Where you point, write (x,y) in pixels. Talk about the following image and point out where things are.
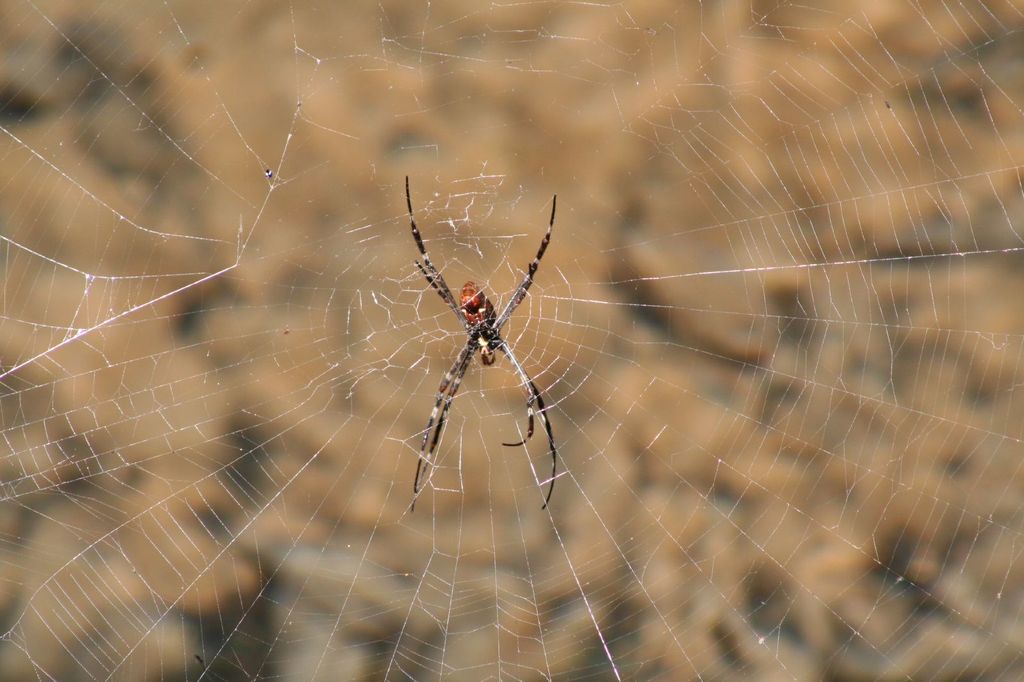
In this picture we can see a spider (491,347) and web (822,335) in the front (856,335), there is a blurry background (902,333).
